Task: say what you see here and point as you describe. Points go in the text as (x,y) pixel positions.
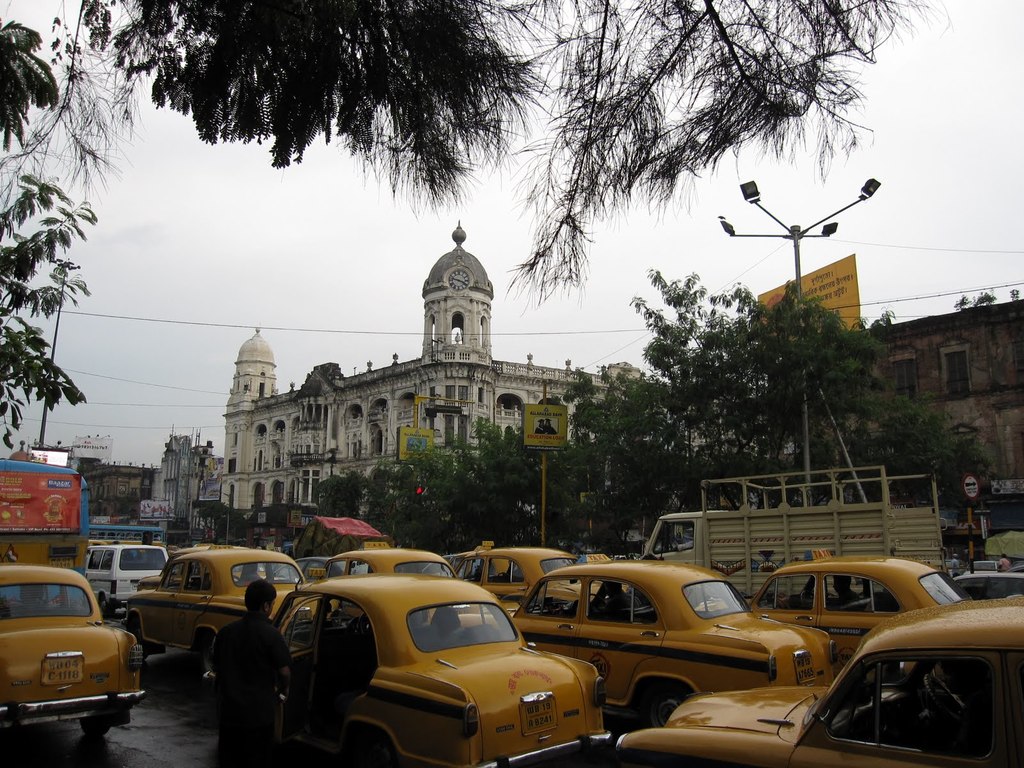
In this picture there are many yellow color taxis (963,762) on the road (193,716). Behind there is a white old building (319,440) with dome (441,278) and some trees (833,431).
